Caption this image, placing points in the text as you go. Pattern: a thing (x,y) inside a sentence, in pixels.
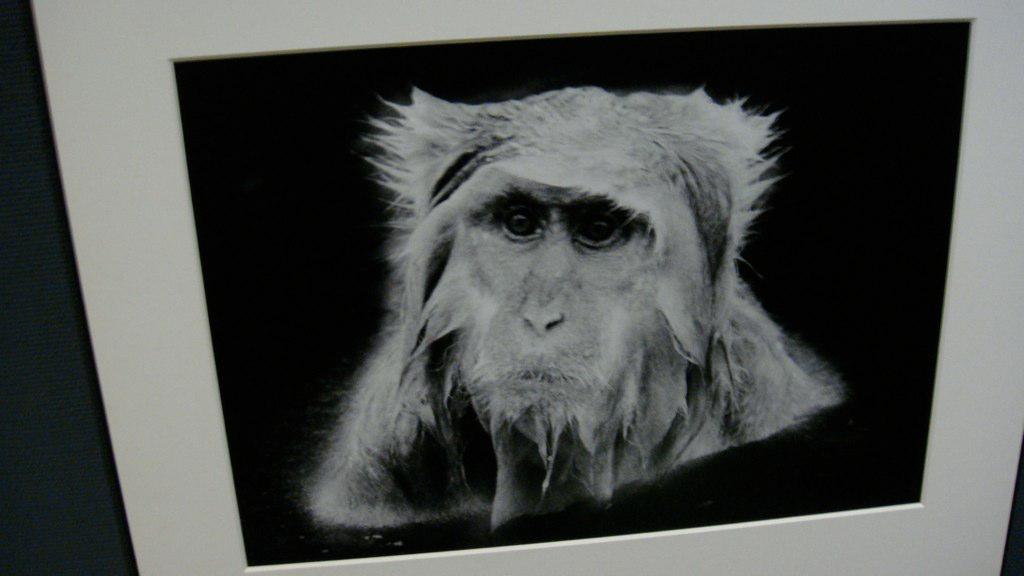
In this image there is a frame (186,494), in that frame (976,497) there is a monkey (447,516).
